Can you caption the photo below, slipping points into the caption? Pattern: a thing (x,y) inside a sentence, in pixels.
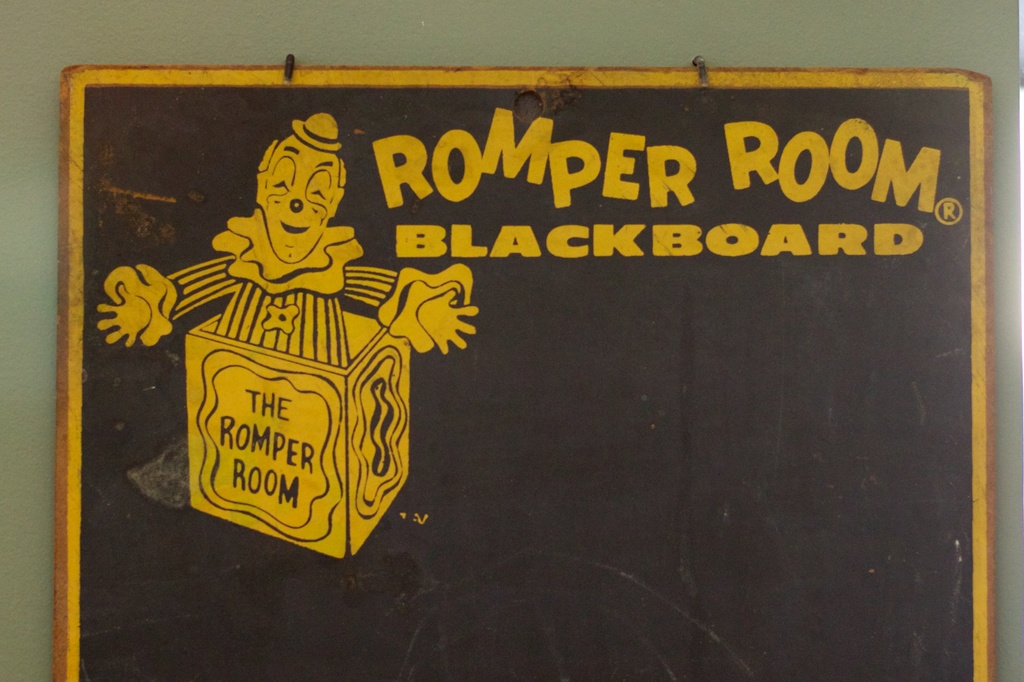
In the picture there is a black board (148,515) kept in front of a wall (914,47) and there is an image of a joker (275,331) and some names (616,183) written beside the image of joker (274,259), they are in yellow color.
